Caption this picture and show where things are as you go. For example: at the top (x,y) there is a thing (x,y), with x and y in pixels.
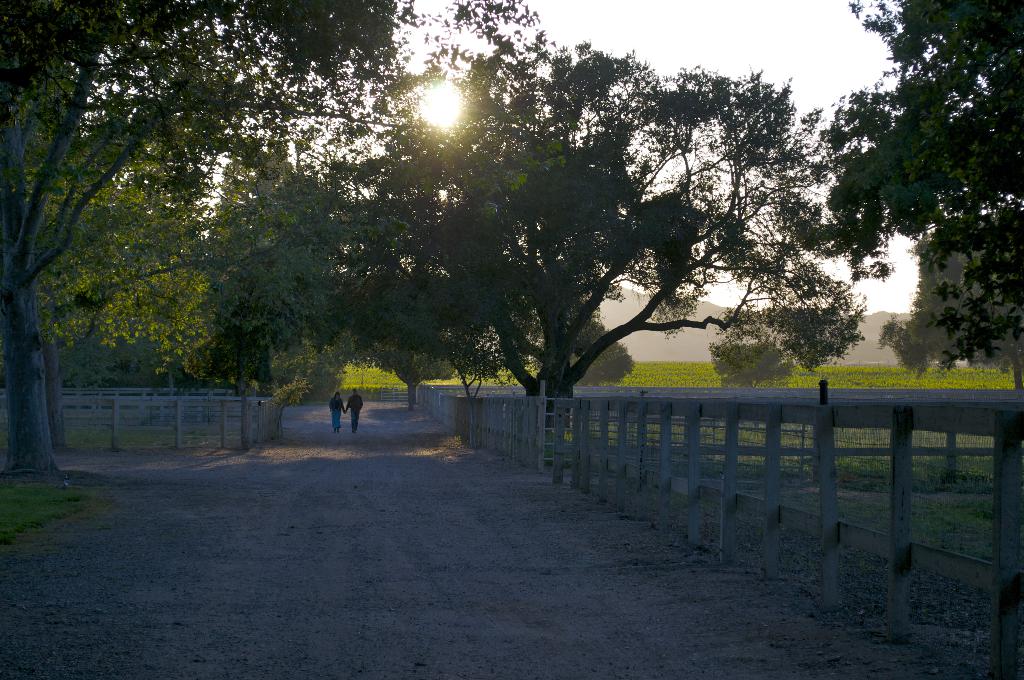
In this image I can see the road (391,547), two persons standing on the road (356,447), the railing (597,436), few trees (112,189), some grass (16,506) and in the background (695,352) I can see a mountain (664,335), the sky (733,72) and the sun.
